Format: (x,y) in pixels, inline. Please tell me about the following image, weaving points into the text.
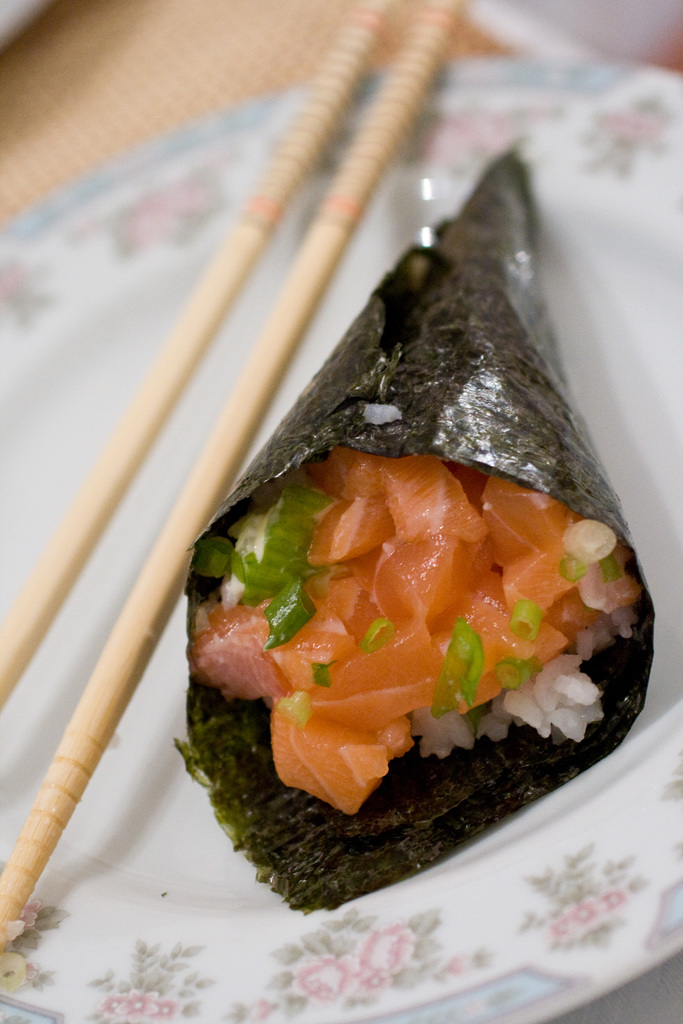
In this picture there is a plate (616,223). There are chopsticks (157,419). There is food (379,615).
